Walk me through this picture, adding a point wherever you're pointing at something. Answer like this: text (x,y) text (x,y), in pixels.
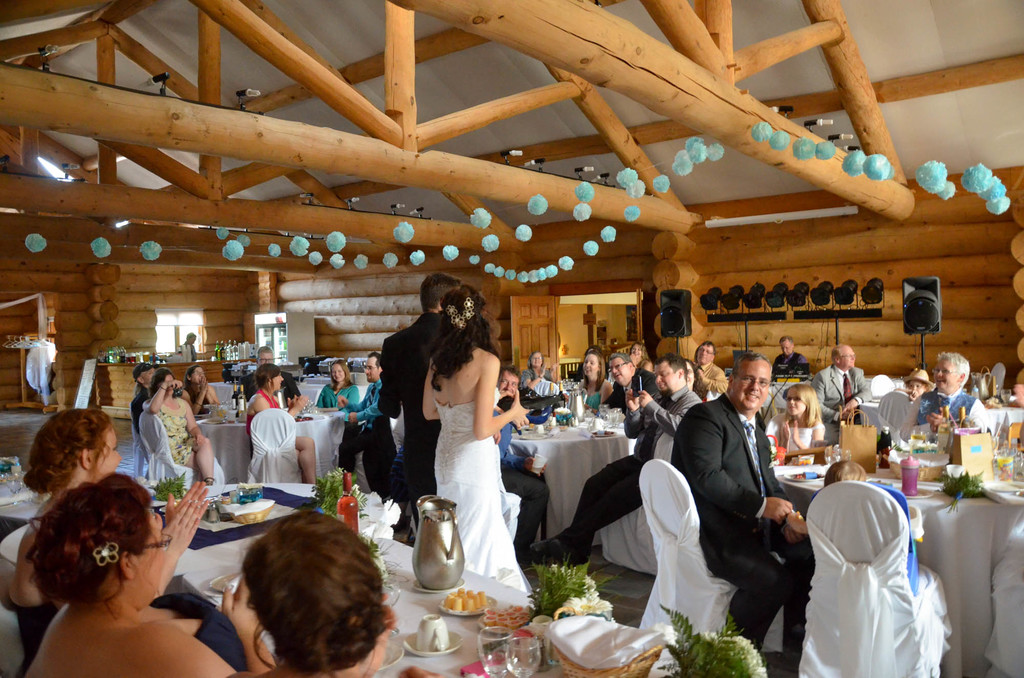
In the picture I can see people (193,379) among them some are standing on the floor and some are sitting on chairs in front of tables (449,657). On tables (452,619) I can see food items (475,606), plates (389,655), flowers (555,573), glasses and some other objects (547,616). These tables (389,546) are covered with white color clothes (662,673). In the background (331,281) I can see wall (383,270), doors (613,294), lights (866,288) and some other objects (115,377).
